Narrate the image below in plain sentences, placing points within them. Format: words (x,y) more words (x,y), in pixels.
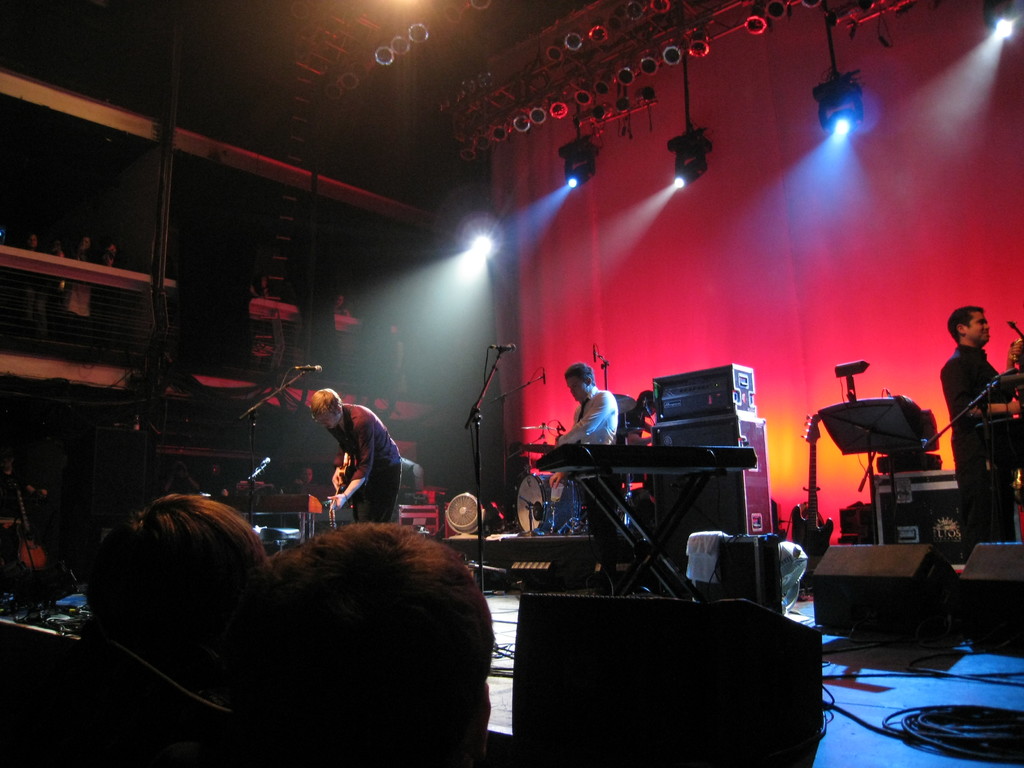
There are people (602,420) standing on the stage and playing musical instruments (1022,472) in the middle of this image (629,475). We can see people (310,649) at the bottom of this image (471,678) and there is a wall (657,322) in the background (638,312). There are lights (598,87) at the top of this image (681,59).
